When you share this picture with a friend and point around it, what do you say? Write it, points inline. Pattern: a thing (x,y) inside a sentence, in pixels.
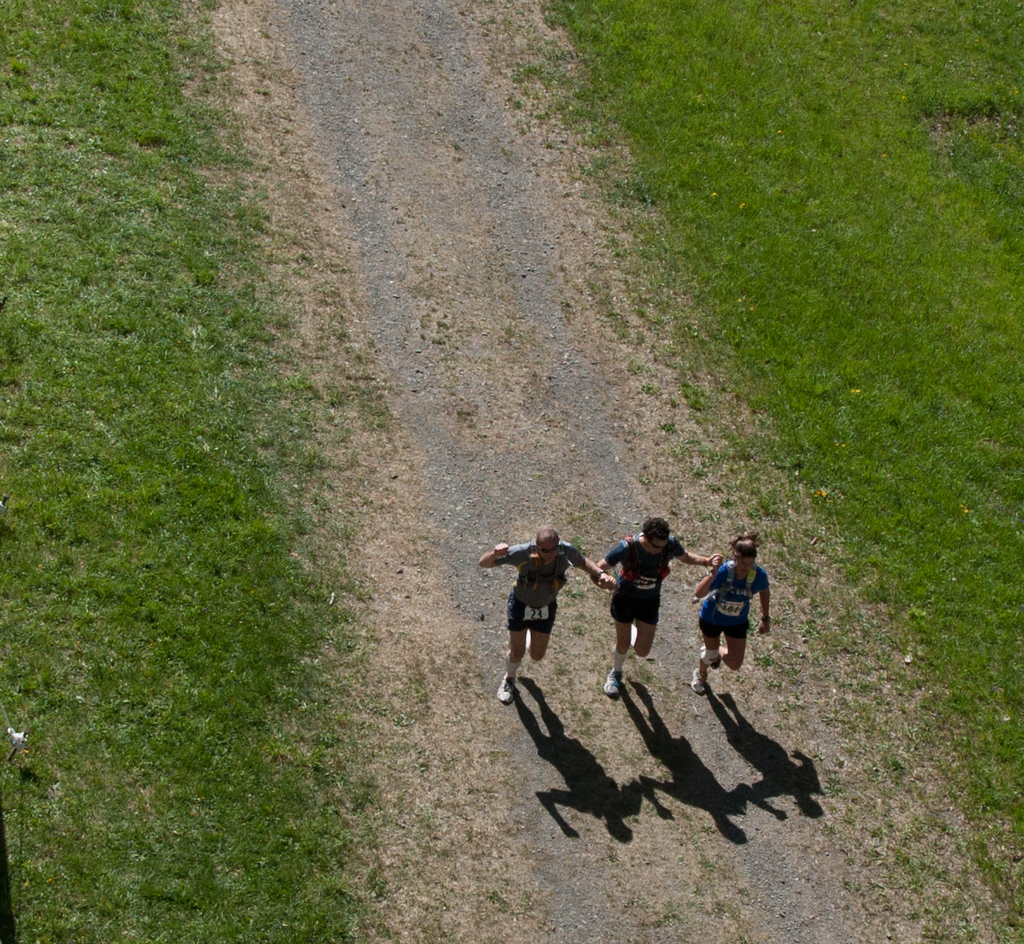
In this picture we can see three persons (647,644) on the ground (622,718) and we can see the shadow (625,794) of them. On the left (229,478) and right side of the image (906,353) we can see grass (153,357).
